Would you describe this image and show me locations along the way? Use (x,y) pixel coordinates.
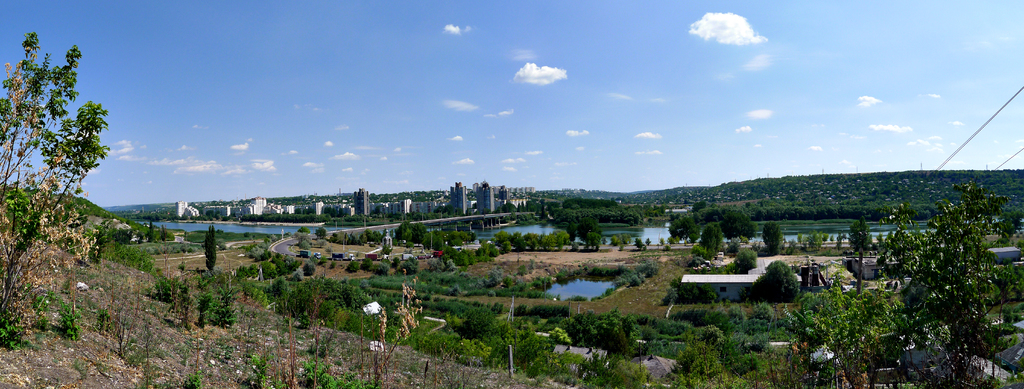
In this image there are plants (465,287) and land (519,260) in the middle of the land (573,271) there is pond (552,287) and there is a road (289,252) on that road (359,260) there are vehicles (305,254) and there is a river (203,225) and bridge (448,222) across the river (520,226), in the background (382,202) there are buildings (183,206), mountains (852,179) and there is the sky (229,67).
